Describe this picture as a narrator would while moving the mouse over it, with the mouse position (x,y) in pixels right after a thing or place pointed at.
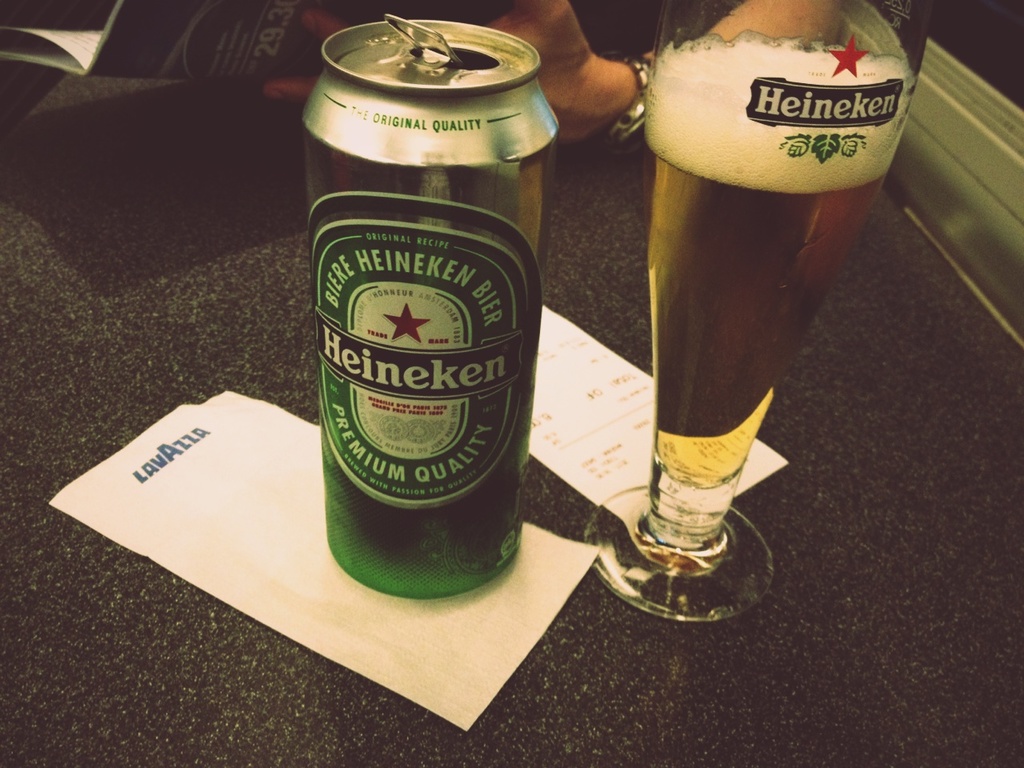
In this image we can see the person's hand (562,31) and holding a book (224,51). And there is the table (579,517), on the table (560,485) there are papers (607,441), can (502,247) and glass (722,228) with drink (691,241).
